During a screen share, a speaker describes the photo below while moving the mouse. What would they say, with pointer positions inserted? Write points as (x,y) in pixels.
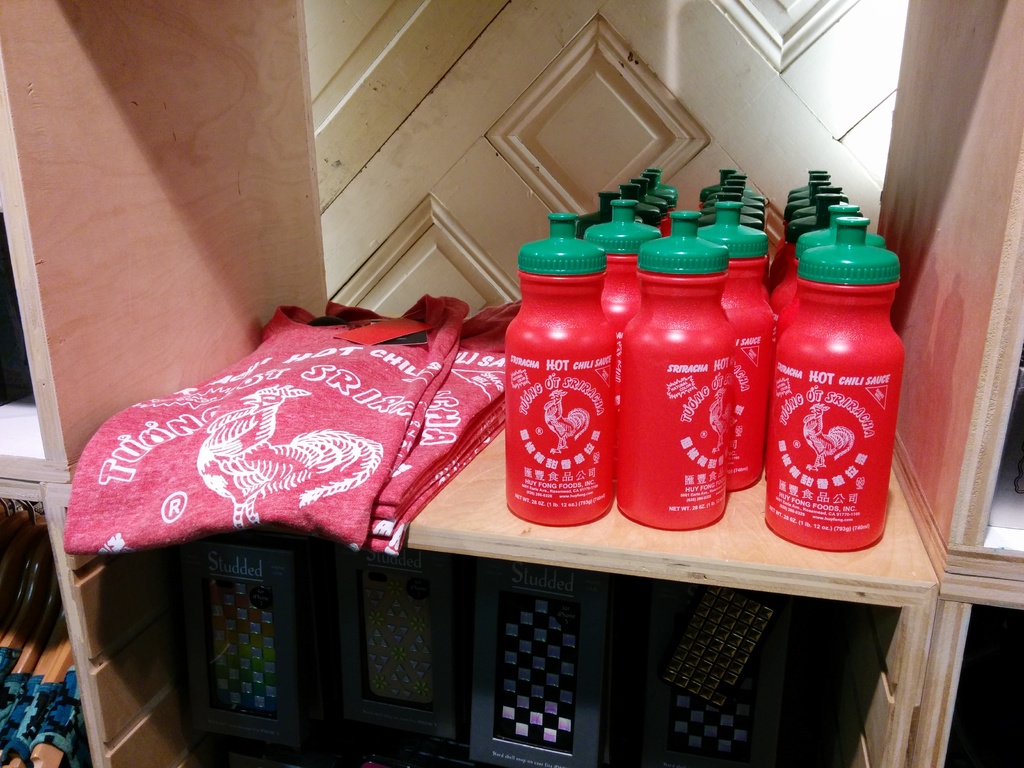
In this image we can see t shirts (339,379), hot chili sauce bottles (648,391) and also some studded boxes (298,716) placed on the wooden racks (501,506). We can also see the closet (61,636).
